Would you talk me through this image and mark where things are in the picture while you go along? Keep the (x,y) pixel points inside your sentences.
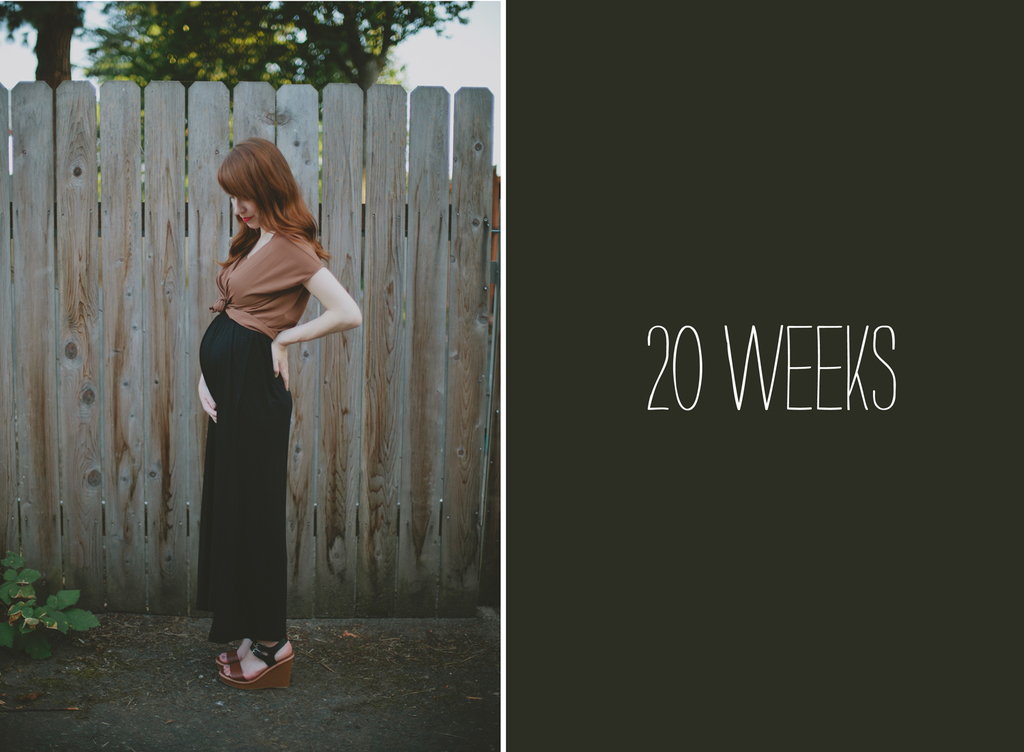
It is a collage image there are total two pictures, in the first picture there is a pregnant woman (277,341) standing in front of a fence (313,543) and in the second picture there are number of weeks (734,339) mentioned on a plain background.
